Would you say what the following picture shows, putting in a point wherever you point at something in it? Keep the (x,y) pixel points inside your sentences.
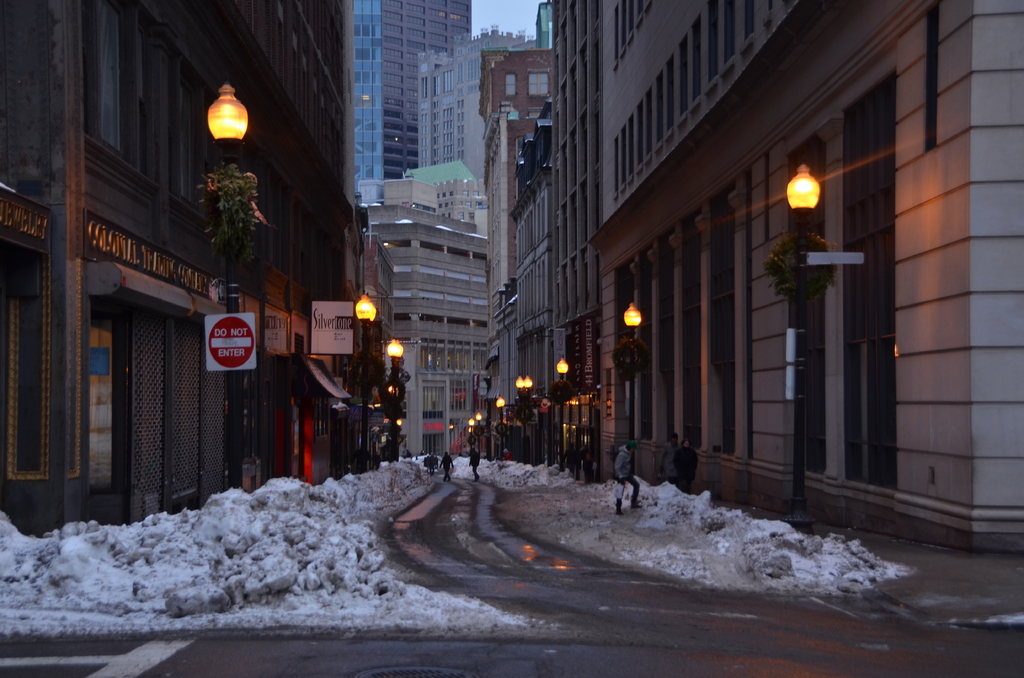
This picture is clicked outside. On both the sides we can see the buildings (198,132), lamps (237,128) attached to the poles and the green leaves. On the left (219,346) we can see the text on the boards (230,333). In the foreground (527,596) we can see a concrete road (204,655) and there are some group of persons (680,460) and we can see some objects (851,560) lying on the floor (476,507) seems to be the snow (254,550). In the background (483,23) we can see the sky (505,1) and the buildings (456,353) and some other objects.
